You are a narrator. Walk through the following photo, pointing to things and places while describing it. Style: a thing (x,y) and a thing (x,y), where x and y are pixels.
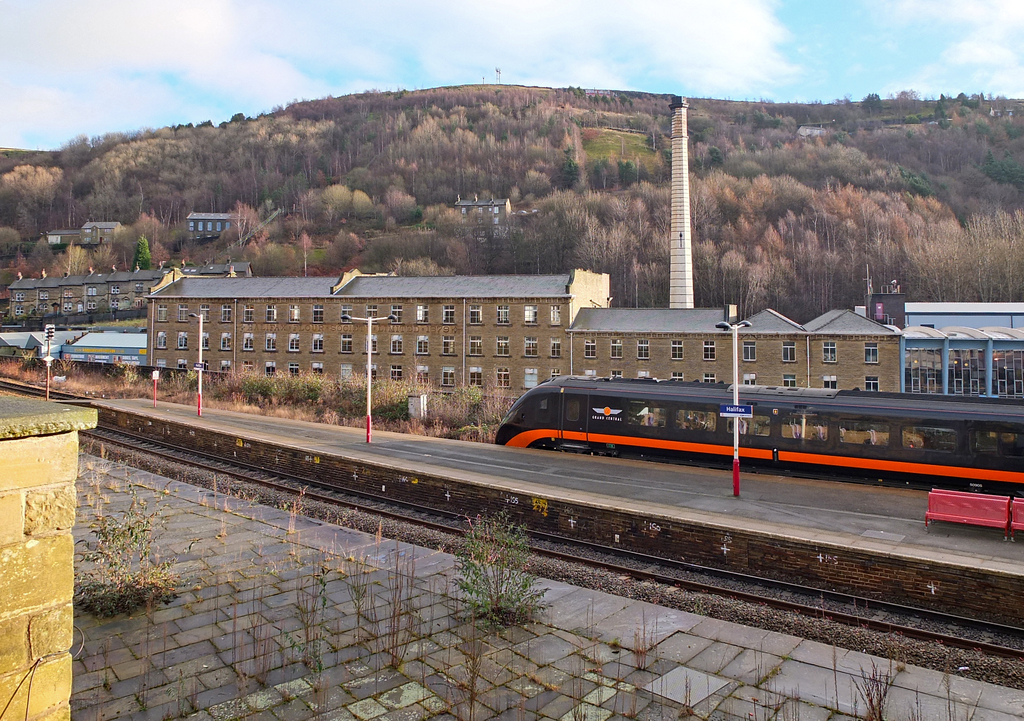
On the left side of the image (32,528) there is a rock wall (32,551), in front of the wall (40,577) there are plants (392,631) on the platform (291,585), in front of the platform (272,522), there is a train track (324,495), beside the track (329,485) on the platform (702,498) there are lamp posts (738,456) with name boards (738,408), beside the lamp posts (738,408) there are benches (963,516), behind the lamp posts (200,360) there is a train (752,454), on the other side of the train (691,442) there are plants (399,404), electrical boxes (411,408), signal lights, buildings (426,348), tower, in the background of the image (468,255) there are trees (521,198) and mountains (619,187), at the top of the image (103,82) there are clouds (767,65) in the sky (784,62).
